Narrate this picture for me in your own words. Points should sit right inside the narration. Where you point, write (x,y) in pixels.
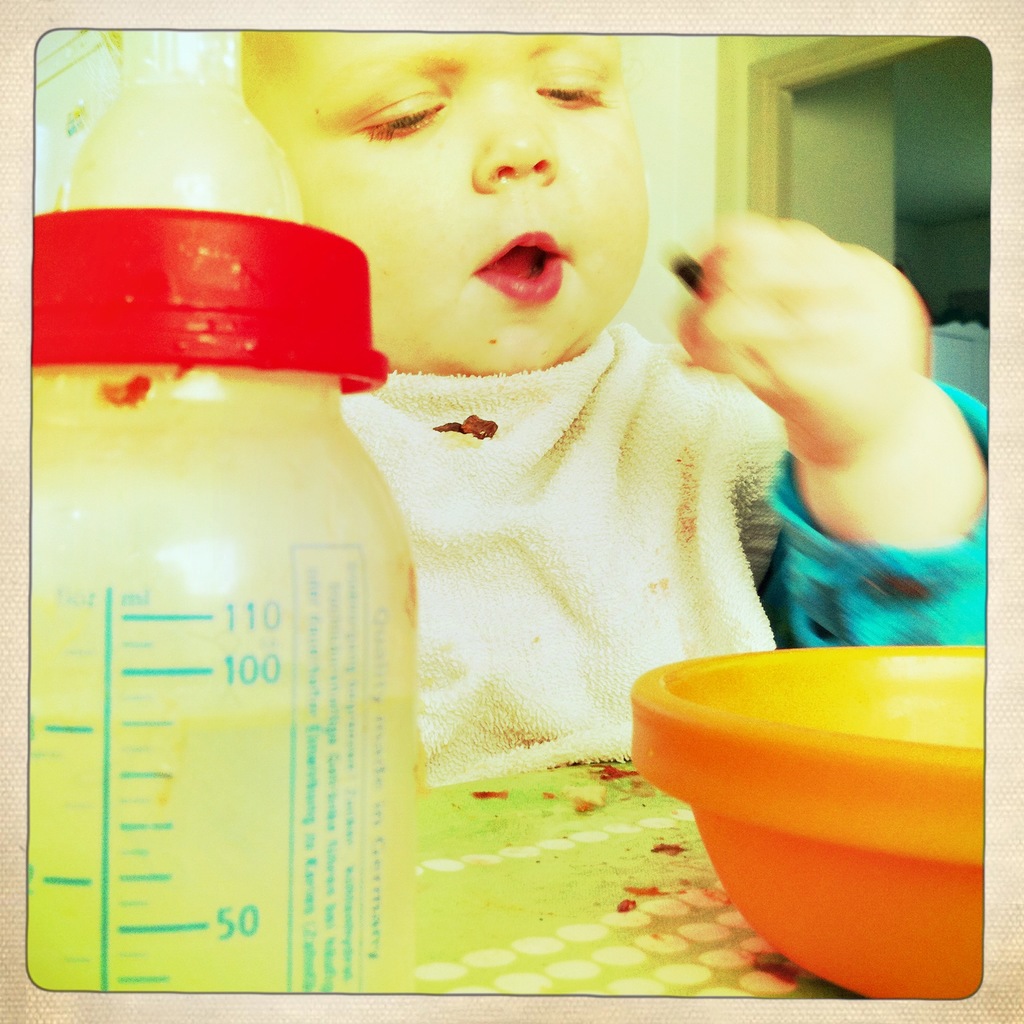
The kid (570,445) is sitting in front of a table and there is a bowl (793,726) and milk bottle (242,642) in front of him.
